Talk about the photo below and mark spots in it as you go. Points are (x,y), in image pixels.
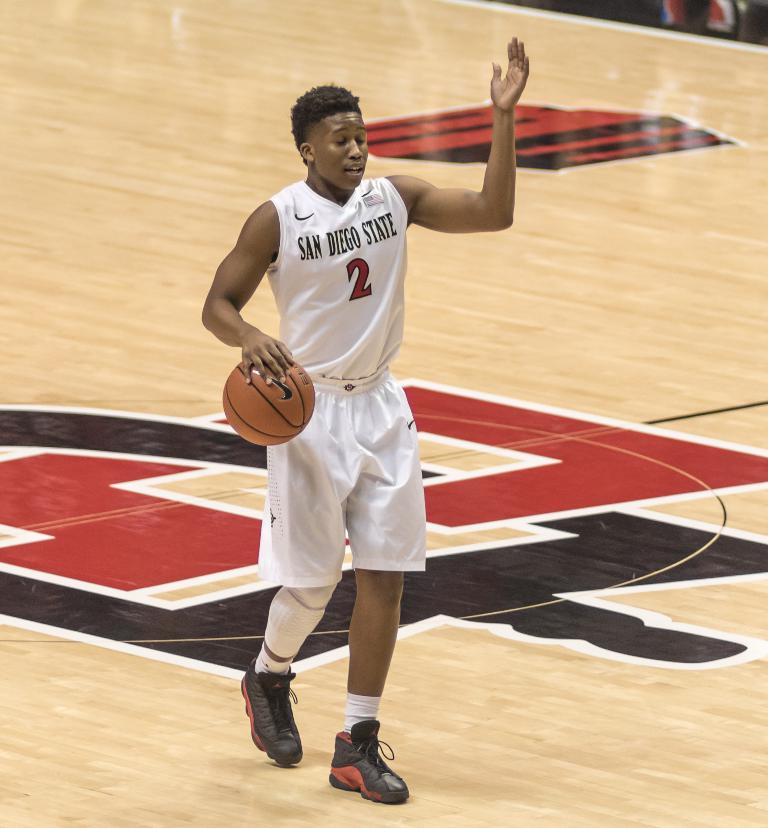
In this picture I can see a man (458,223) in front, who is wearing white color jersey (342,231) and I see that he is standing and I see a ball (286,379) under his hand (263,372). On the tank top (329,232) I see something is written and I see the basketball court (458,53).
